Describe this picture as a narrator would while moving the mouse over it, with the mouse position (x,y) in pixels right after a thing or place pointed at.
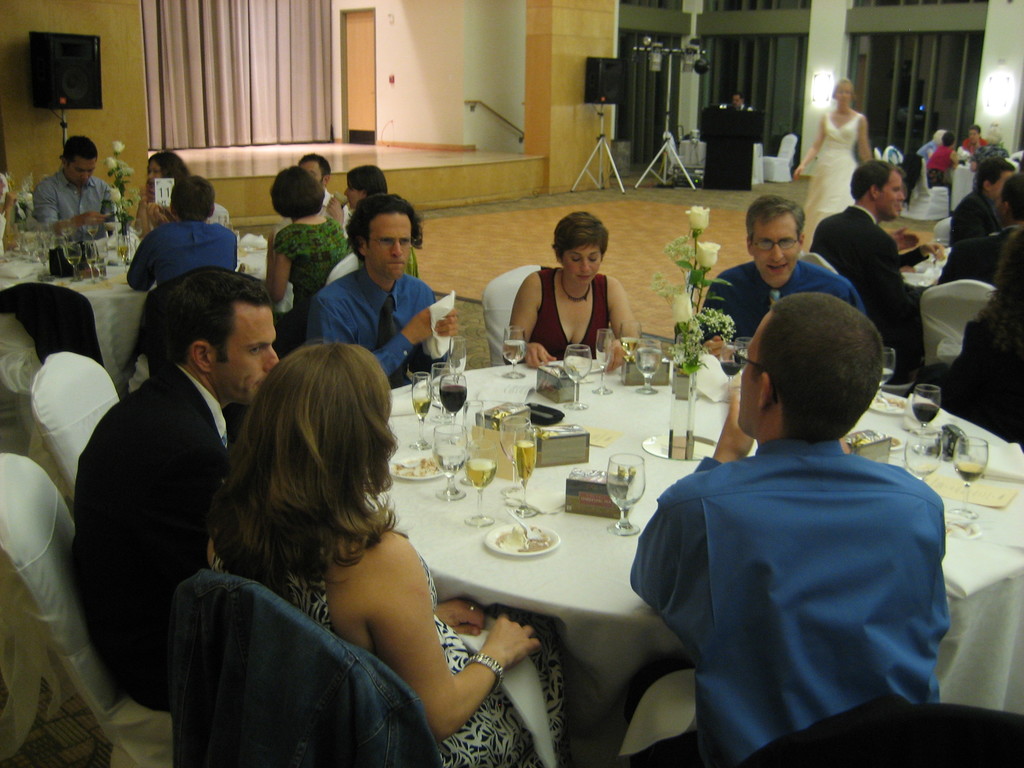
It looks like a party there are many tables (514,385) and group of people (991,236) sitting around a table (620,419), on the table (602,425) there is also a lot of glasses (419,446), in the background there are two speakers (37,57) on the either side and on the stage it is empty and there is a cream color curtain (295,41) on the stage (254,163).
